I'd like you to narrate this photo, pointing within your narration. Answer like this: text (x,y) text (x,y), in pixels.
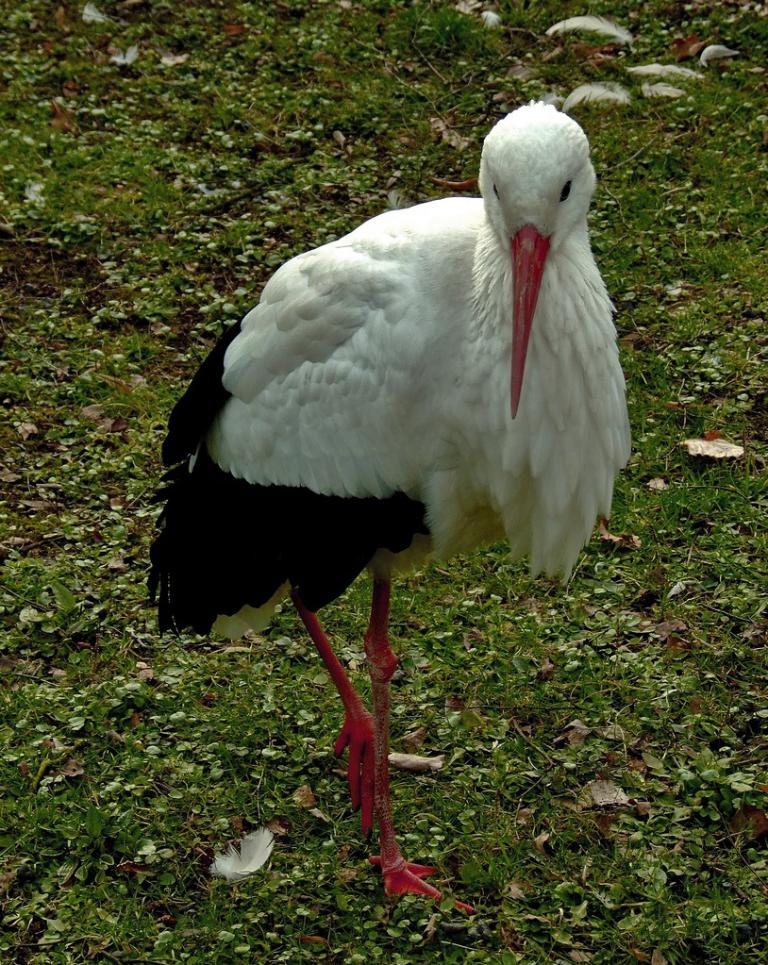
In this image, I can see a white stork (338,473) standing. This is the grass (600,549), which is green in color.
